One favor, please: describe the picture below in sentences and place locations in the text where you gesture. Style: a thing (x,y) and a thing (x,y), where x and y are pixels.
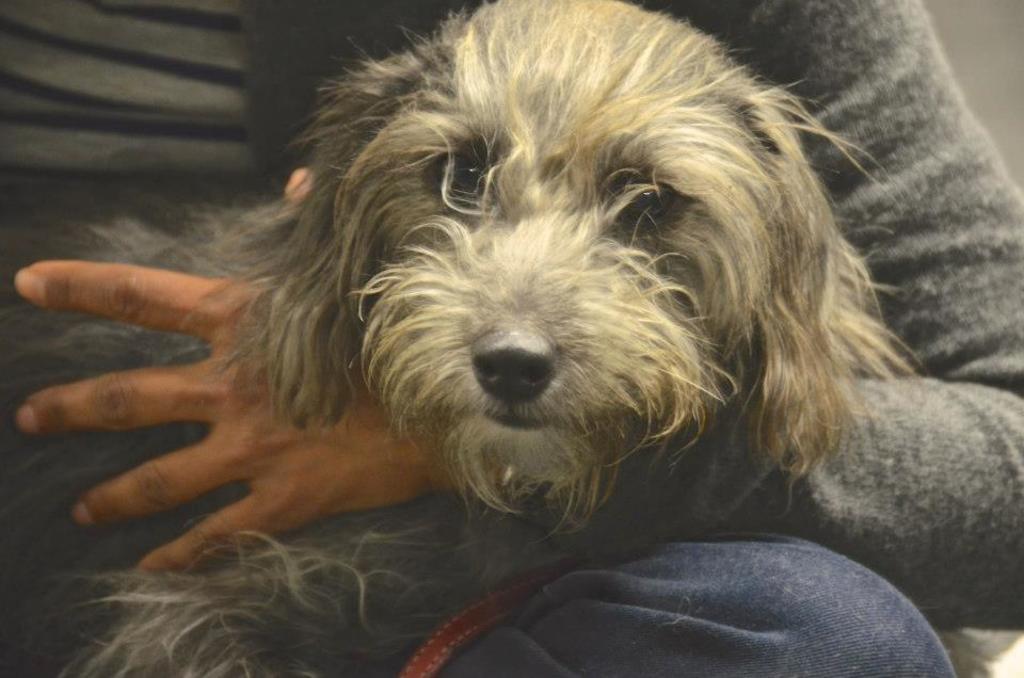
In this picture we can see a person (858,458) sitting and holding a dog (560,258).
